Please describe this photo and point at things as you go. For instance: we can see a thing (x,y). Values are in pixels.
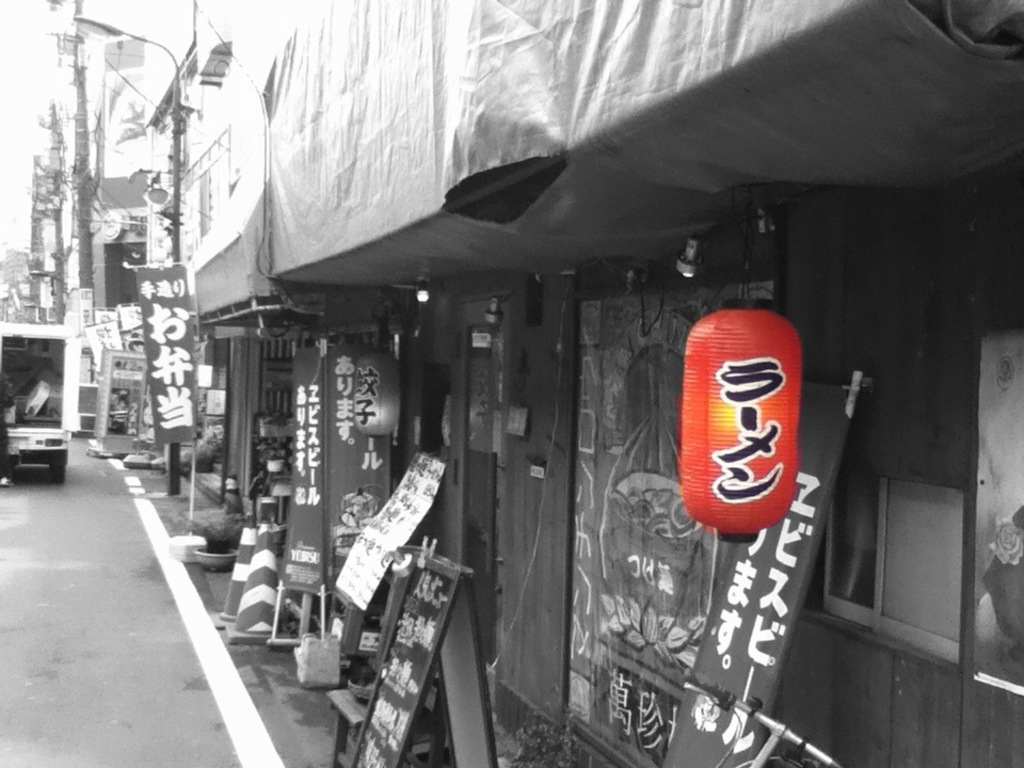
This is a black and white image. There are a few buildings (350,233). We can see some boards (761,639) with text (297,560) written. We can see the ground (225,646) with some objects (243,565). We can see a vehicle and a pole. We can see a red colored object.
